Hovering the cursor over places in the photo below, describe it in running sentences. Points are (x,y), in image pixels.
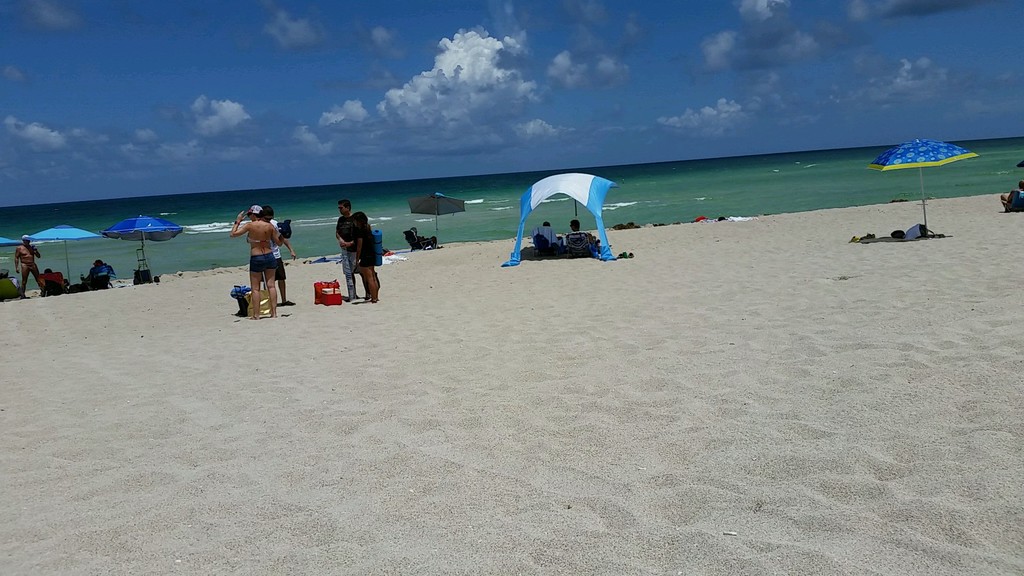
In this picture I can observe some people (258,290) in the beach (441,246). Some of them are under umbrellas (87,234). In the background (255,198) there is an ocean (458,192) and clouds (462,105) in the sky (819,87).
